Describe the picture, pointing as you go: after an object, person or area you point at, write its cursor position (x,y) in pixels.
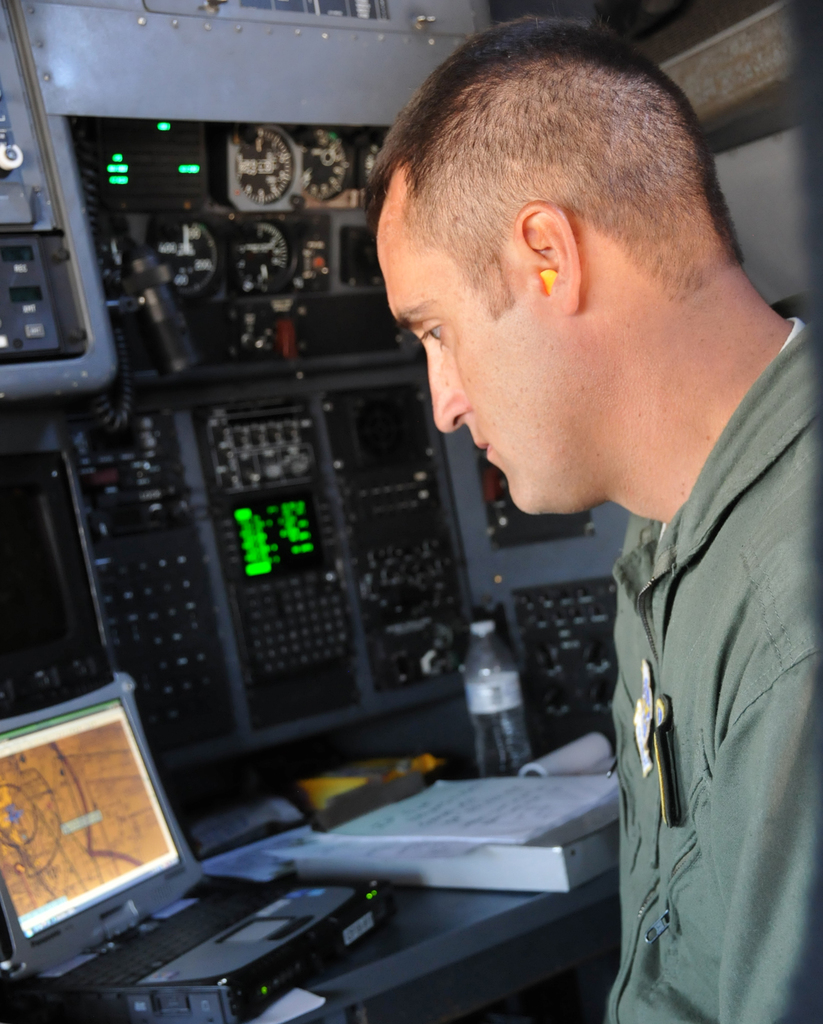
In this image I can see the person (643,167) and the person (791,646) is wearing green color shirt (814,620). In the background (503,871) I can see the laptop (303,963), few books (488,875) and few machines (395,481).
